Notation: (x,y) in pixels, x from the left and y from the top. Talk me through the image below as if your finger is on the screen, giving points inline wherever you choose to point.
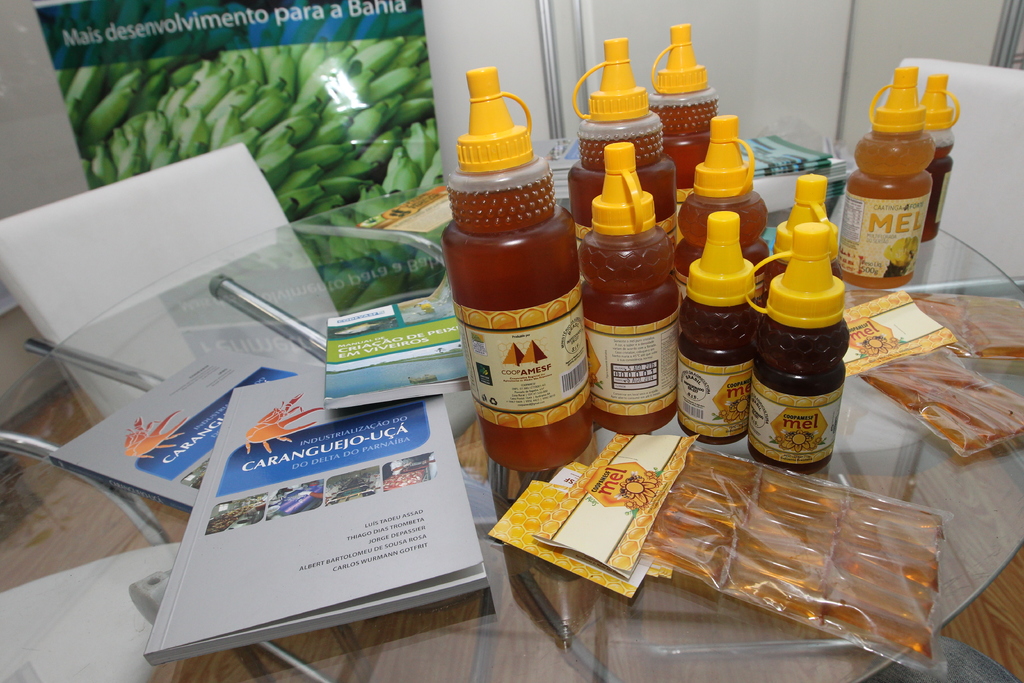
This picture is clicked inside room (541,652). Here, we see table (627,644) in front of this picture, and on table (860,639) we can see many bottles (613,247) with honey (782,331) in it and even some plastic cover (798,505) with some liquid (693,540) in it and on the table (365,627), we see book (286,518) and covers (608,516), and we can see chairs (118,283) around this table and behind this table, we see a wall (569,32) which is white in color and on the wall (478,38) we can see a banner (190,34) with some text (185,29) written on it and with some raw bananas (357,110) on that picture.
